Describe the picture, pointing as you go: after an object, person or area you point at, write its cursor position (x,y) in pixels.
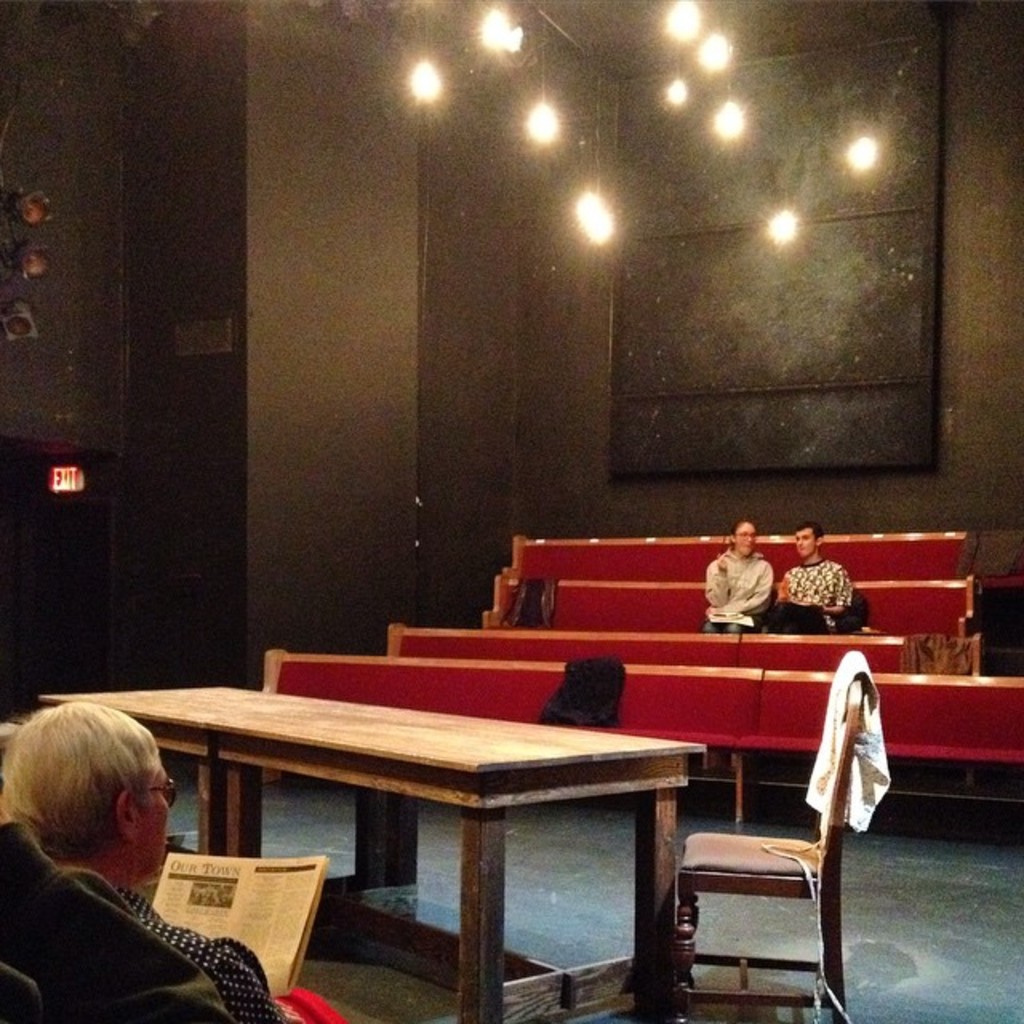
In this picture there are three persons (154,962), two of them (803,577) sitting on the red color bench (634,593) and the third person (112,902) sitting in the left corner of the picture (89,899) and in the back ground (643,326) there is black colored wall (512,427) and lights (533,133) hanging from the ceiling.
